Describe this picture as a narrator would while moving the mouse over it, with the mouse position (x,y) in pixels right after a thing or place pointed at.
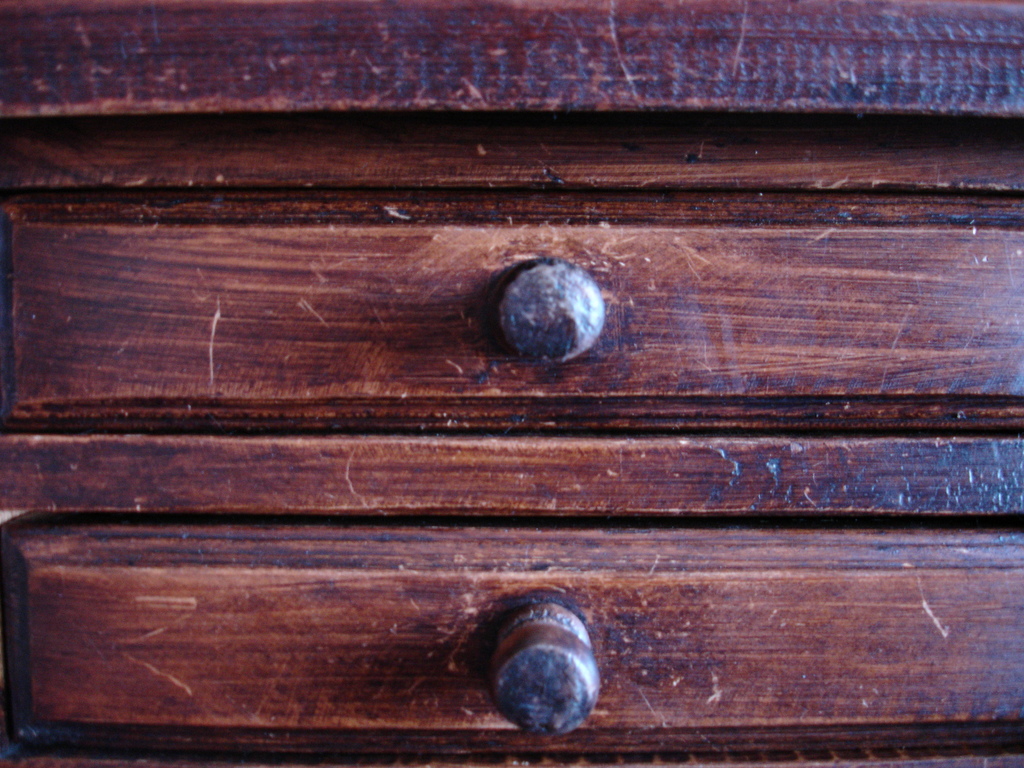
In this image I can see brown colour wood (505,181) and on it I can see bolts (565,262).
